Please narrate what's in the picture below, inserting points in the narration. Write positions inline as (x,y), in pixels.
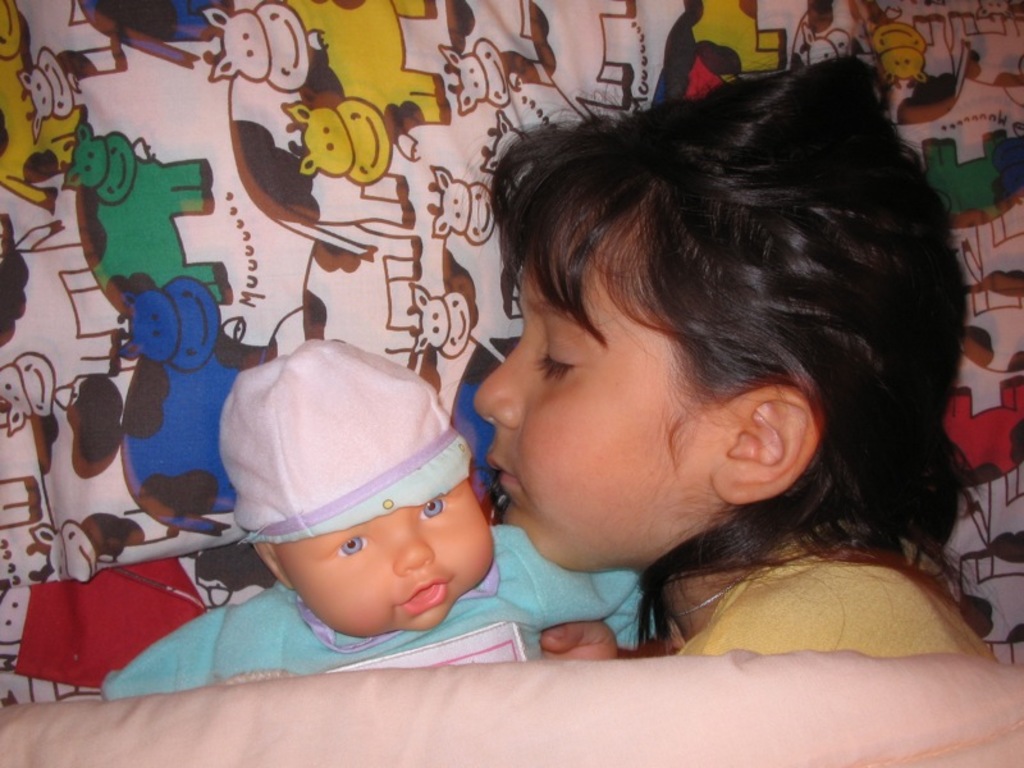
In this image there is a girl (795,366) sleeping on the bed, beside her there is a toy baby (410,567). At the bottom of the image (329,716) there is a blanket (419,702).
